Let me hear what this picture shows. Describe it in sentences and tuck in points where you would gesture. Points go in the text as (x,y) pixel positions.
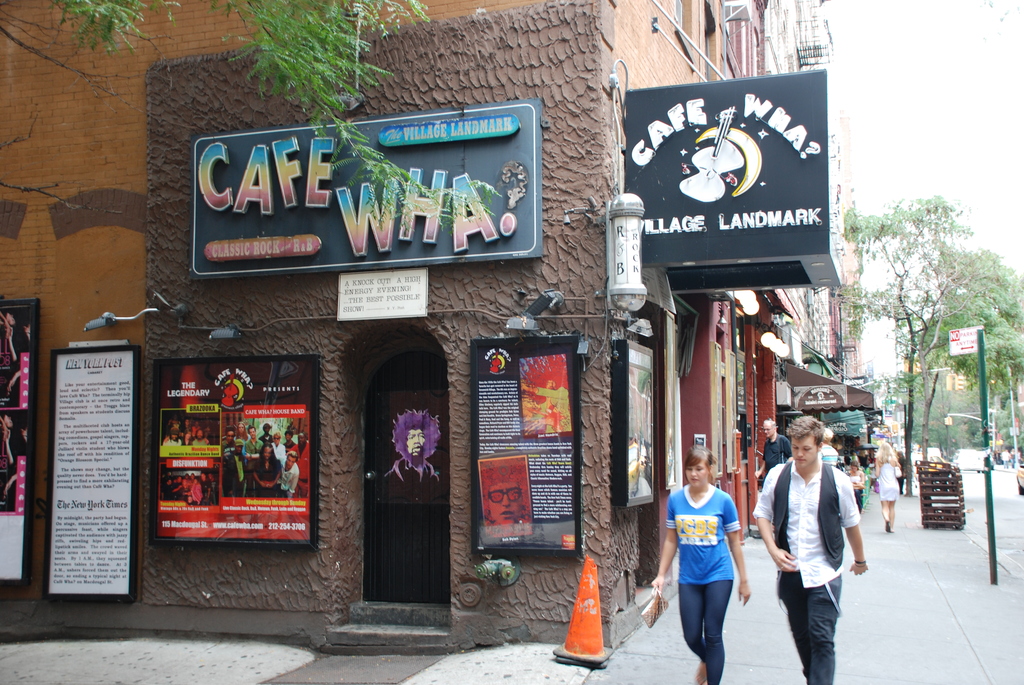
This image is clicked on the street (921,640), on the right side (692,523) there are many people (799,524) walking on the footpath (869,591) with trees (993,380) behind it, on the left side (329,270) there are buildings (326,345) with stores (391,298) in the front (410,418) and above its sky (897,90).
